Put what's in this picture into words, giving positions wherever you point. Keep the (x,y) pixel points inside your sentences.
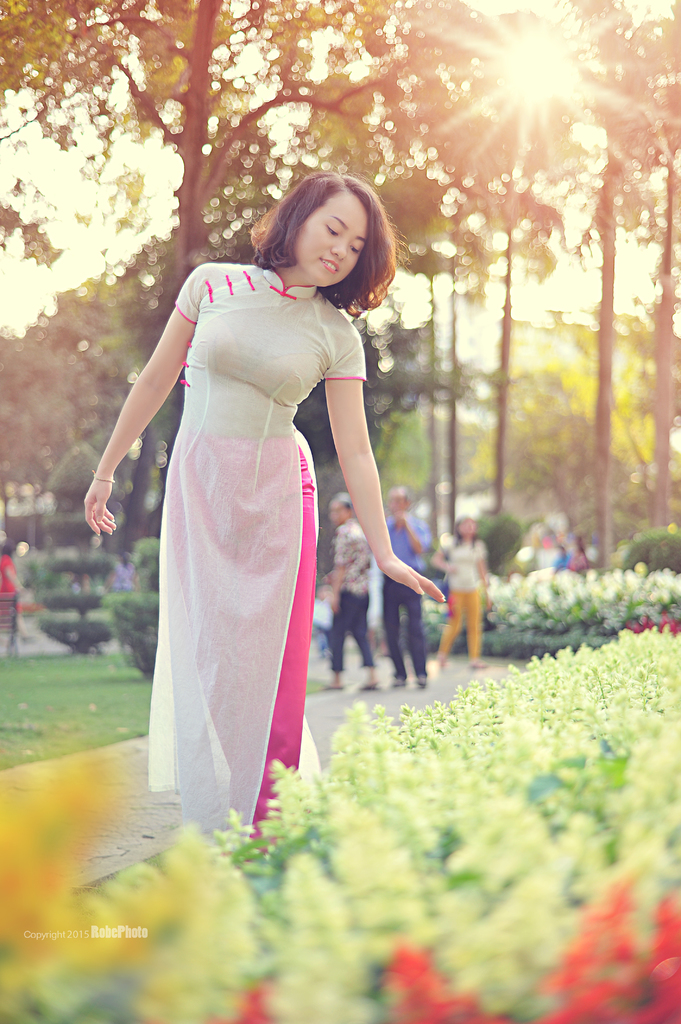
This picture describes about group of people (277,594), in this we can find few plants (550,774) and trees (370,141), at the left bottom of the image (90,928) we can see a watermark (113,930).
